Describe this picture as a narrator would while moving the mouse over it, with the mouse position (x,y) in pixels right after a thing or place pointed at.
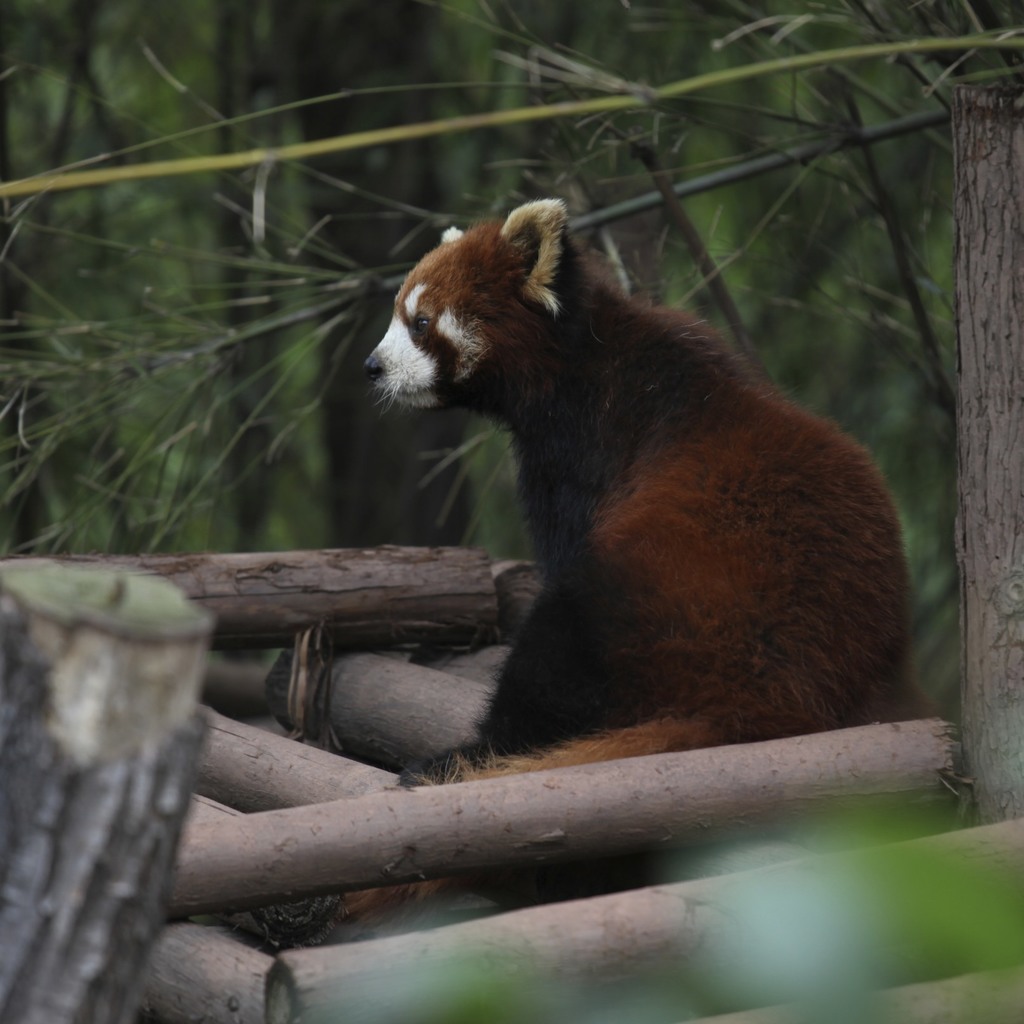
In this image I can see brown colour animal (539,382). In the background (410,118) I can see number of trees (354,124) and I can see this image is little bit blurry from background (344,497).
